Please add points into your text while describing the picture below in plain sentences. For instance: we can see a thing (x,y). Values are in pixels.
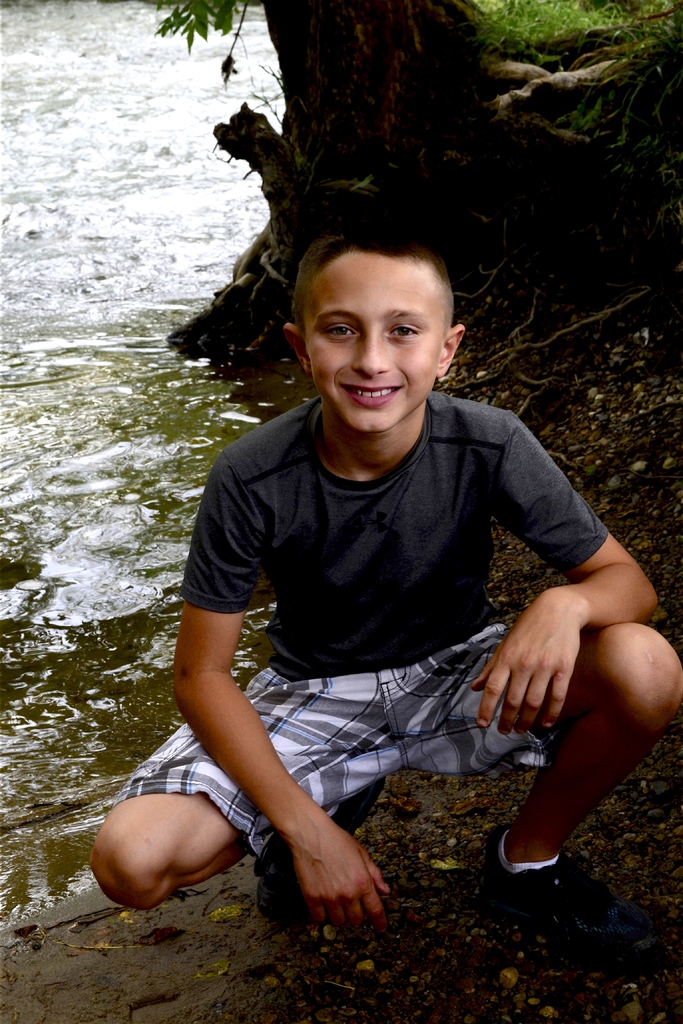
In this image I can see a person (367,587) wearing black and white colored dress (364,673) is sitting. In the background (83,243) I can see the water (90,251) and a tree (392,111).
